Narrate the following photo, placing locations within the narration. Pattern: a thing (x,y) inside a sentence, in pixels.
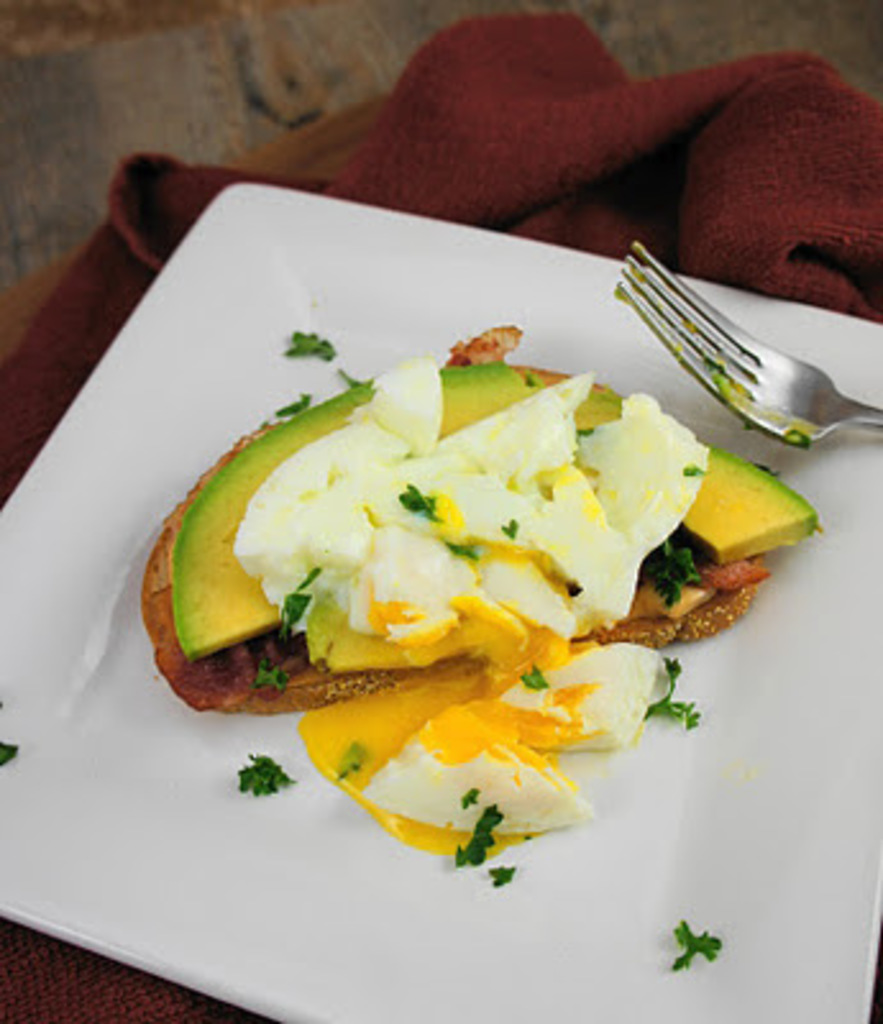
In this image we can see food (714,458) and fork (725,369) in a plate (509,317) placed on the cloth (350,173).
